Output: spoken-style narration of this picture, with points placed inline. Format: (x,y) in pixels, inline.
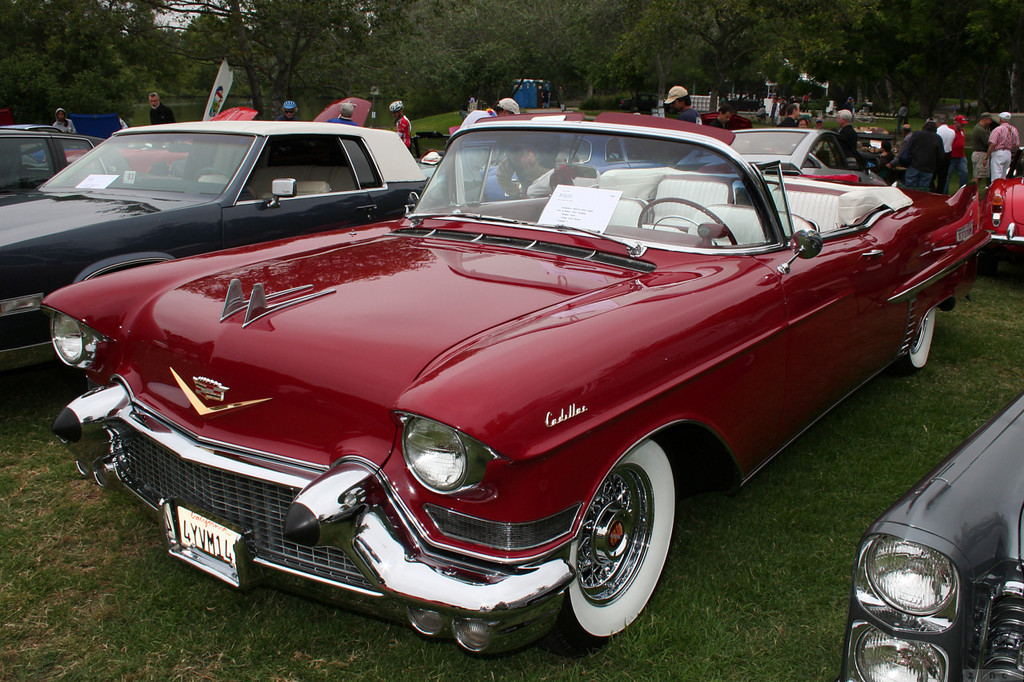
In the picture we can see a vintage car (378,567) parked on the grass surface (952,362) which is red in color and on the other sides we can see some cars (19,152) parked and in the background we can see some people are standing and trees (580,34) behind them.
